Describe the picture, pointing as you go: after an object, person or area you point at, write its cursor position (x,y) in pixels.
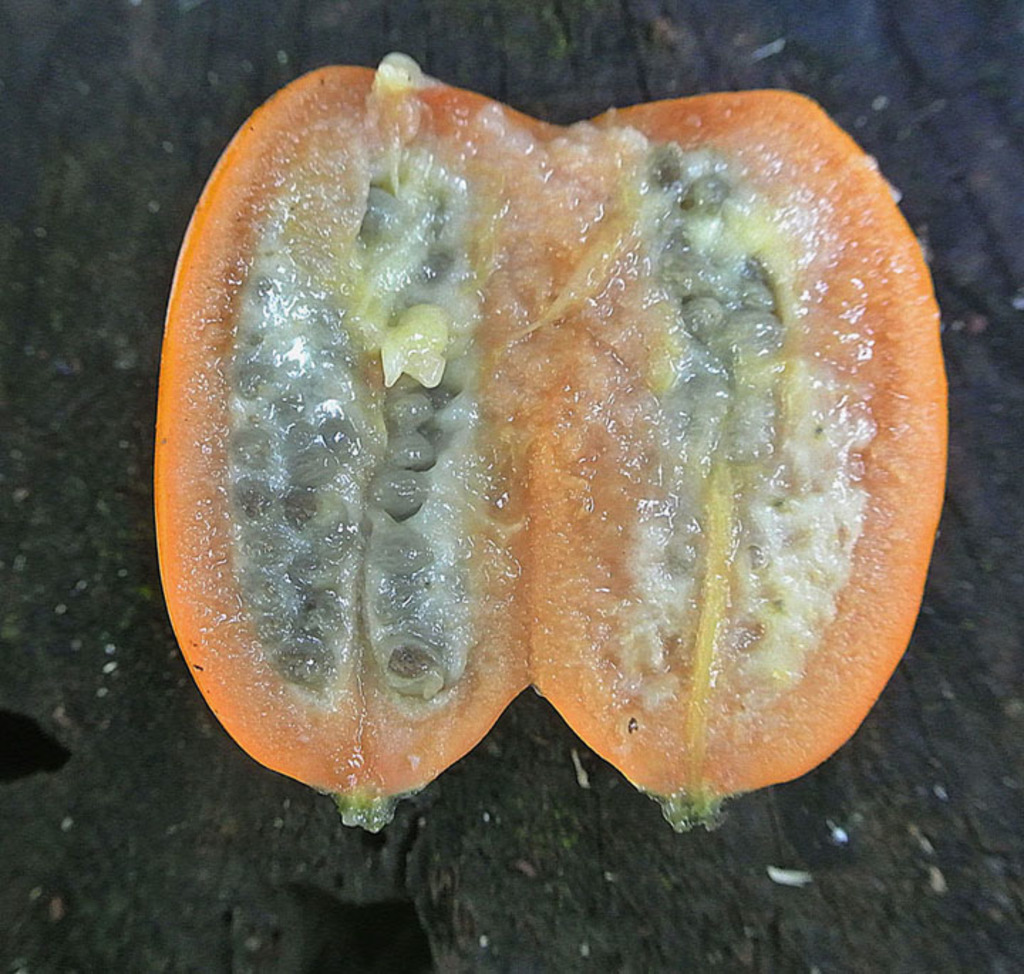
In this image there is a fruit (246,219), in the background (608,5) it is black.
